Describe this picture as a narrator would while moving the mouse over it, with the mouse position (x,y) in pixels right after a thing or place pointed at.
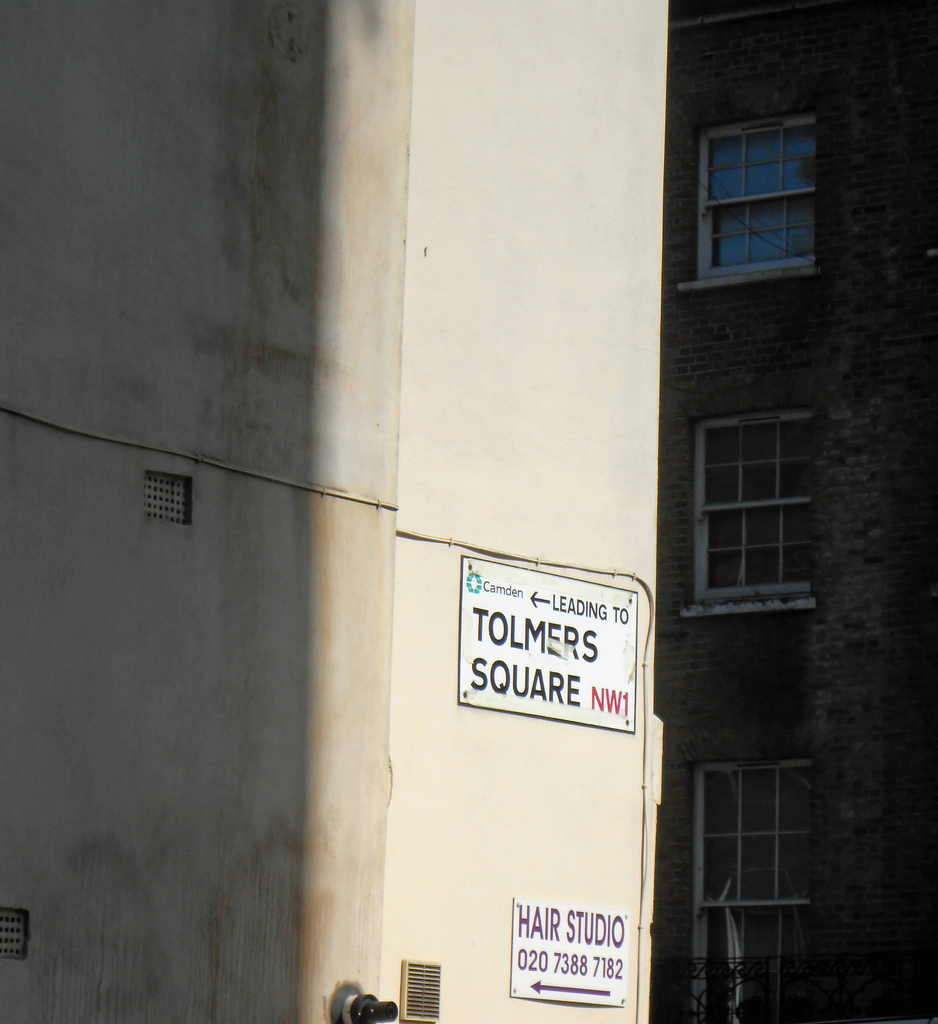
In this image there are two boards (566,714) with some text (566,928) are attached to the wall (427,767) of a building (444,408), in front of this building (643,416) there is an another building (800,772).
